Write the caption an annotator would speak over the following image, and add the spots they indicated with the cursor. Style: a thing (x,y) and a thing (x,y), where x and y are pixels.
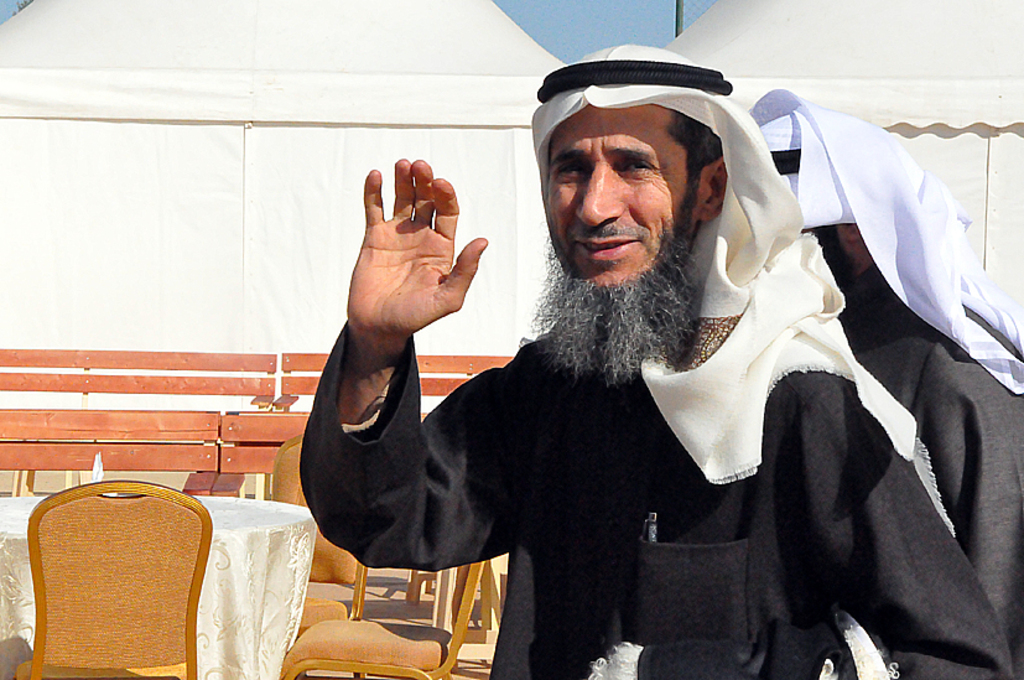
Here we can see man (725,375) standing and raising his hand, and at back (353,575) here is the table (208,500) and chairs (180,565) on the ground (368,573), and at back (818,151) a person (840,167) is standing.
